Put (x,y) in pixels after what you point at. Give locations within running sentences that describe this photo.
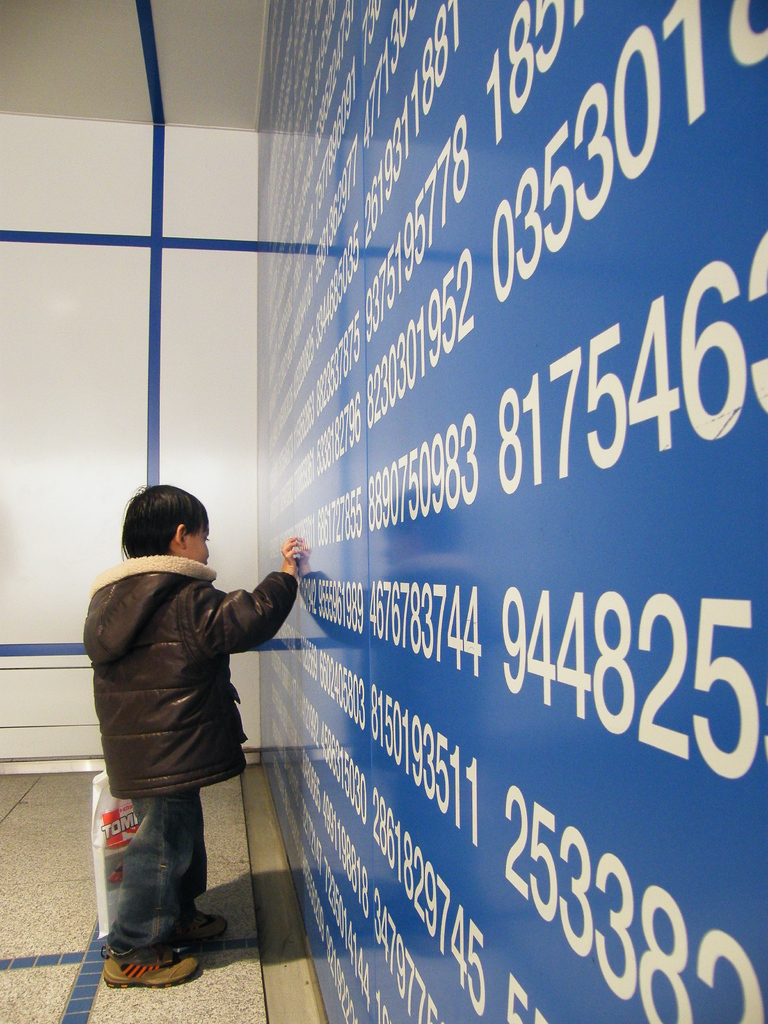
This picture is clicked inside the room (286,818). On the right (553,648) we can see the numbers (637,38) on the blue color object (503,98). On the left (211,674) there is a kid (201,587) wearing jacket (163,635), holding a plastic bag (117,804) and standing on the floor (71,952). In the background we can see the wall (120,492).
